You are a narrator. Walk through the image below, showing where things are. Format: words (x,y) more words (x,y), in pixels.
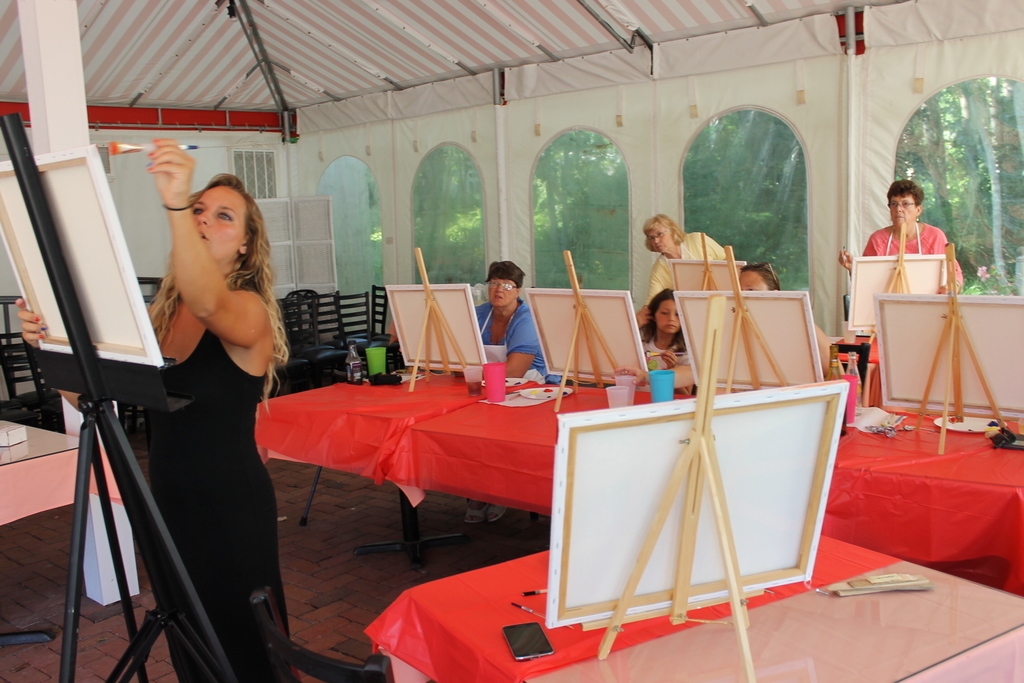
In the room (121,180) to the left corner (248,445) there is a lady (244,430) with black dress (253,444) she is painting on the board (72,198). And some people (477,310) to the right side (945,455) table (935,471) with red color cloth (938,444) on it are sitting and painting. And to the top (421,65) there is a tent (403,64). And the board (621,435) is in white color. In the background (949,146) there are some trees (580,177). On the table (595,404) there are some glasses (477,383), bottles (355,366). And to the middle (348,323) there are some chairs (329,331).
